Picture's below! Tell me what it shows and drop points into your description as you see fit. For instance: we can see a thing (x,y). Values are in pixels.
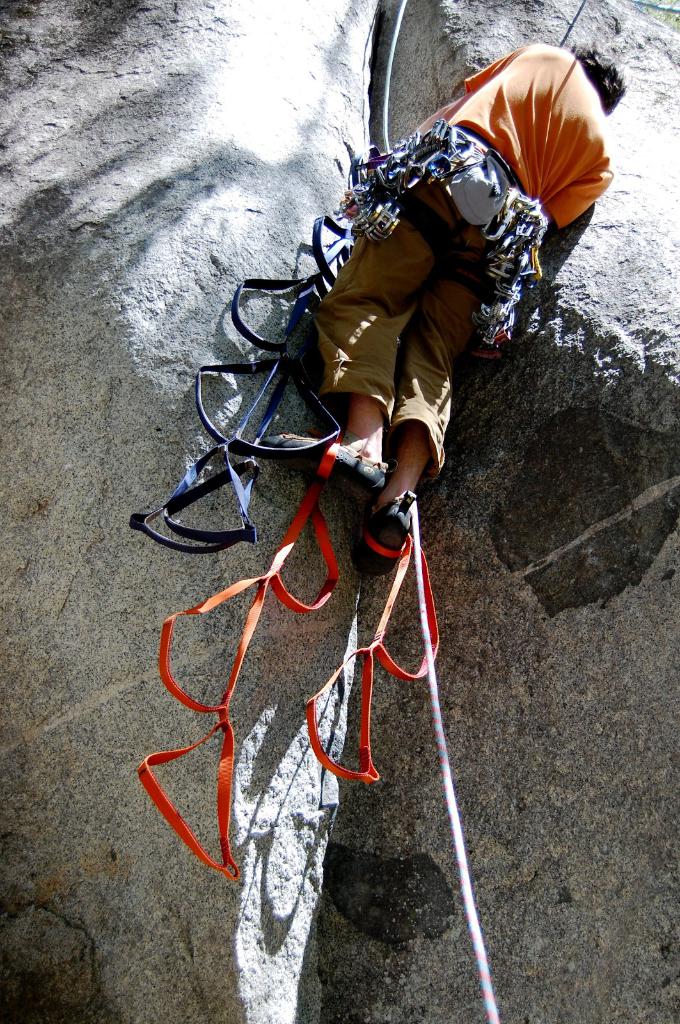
In the image there is a man (476,112) climbing a huge rock (334,126), there is a rope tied around his waist (502,150).
